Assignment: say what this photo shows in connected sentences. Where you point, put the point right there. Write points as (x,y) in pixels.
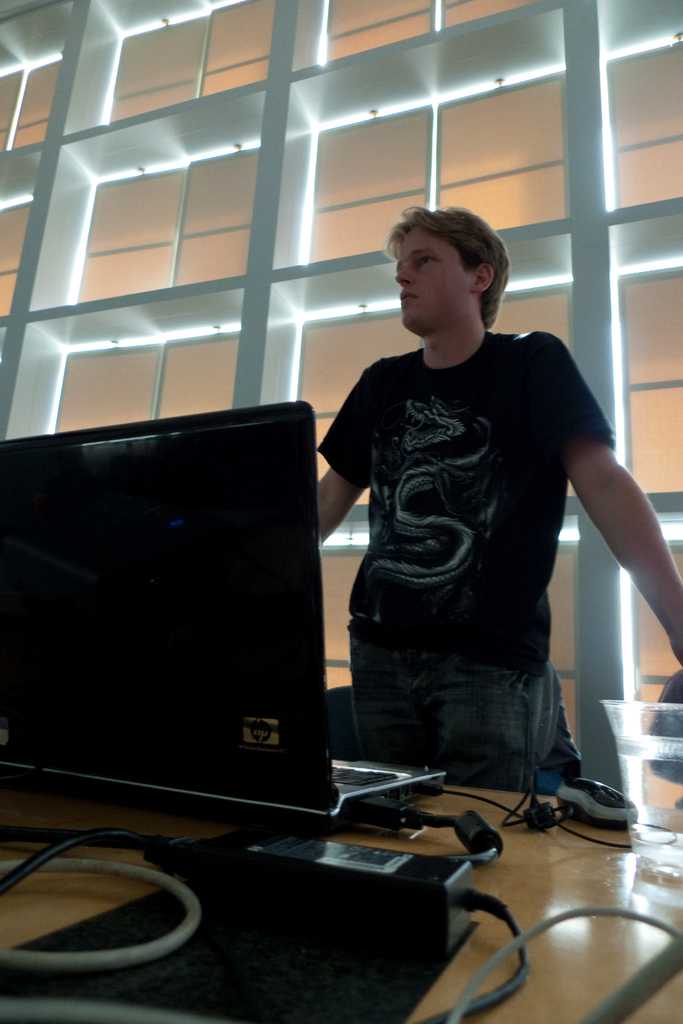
In the foreground of this image (535,836), on a table (531,916), there is an adapter (402,894), cables (75,1019), mouse (605,803) and a laptop (311,760). Behind it, there is a man (453,466) standing. In the background (263,247), it seems like a wall (190,209).
